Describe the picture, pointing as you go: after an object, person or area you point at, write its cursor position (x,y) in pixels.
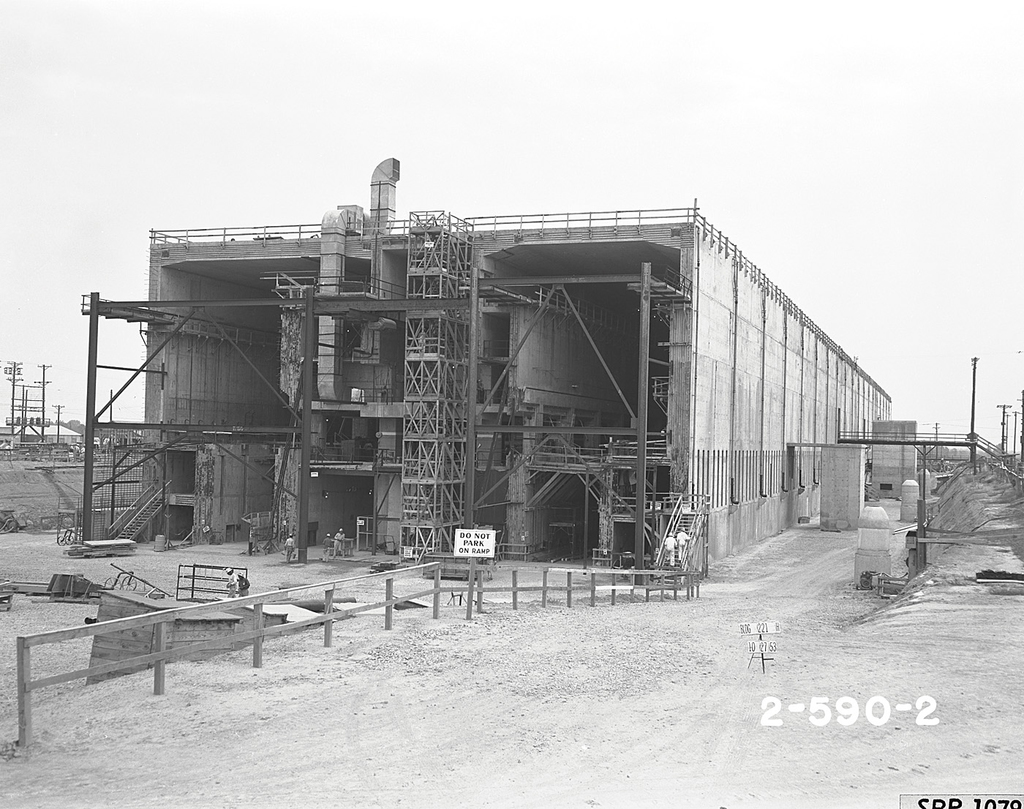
This image consists of a building (376,387). In the front (439,267), we can see many stands (300,418) and rods (433,418) made up of metal (455,476). At the bottom (522,731), there is ground (259,675). In the front (214,638), we can see a fencing (54,677) made up of wood (19,718). At the top (608,44), there is sky (682,49). On the right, there are poles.
